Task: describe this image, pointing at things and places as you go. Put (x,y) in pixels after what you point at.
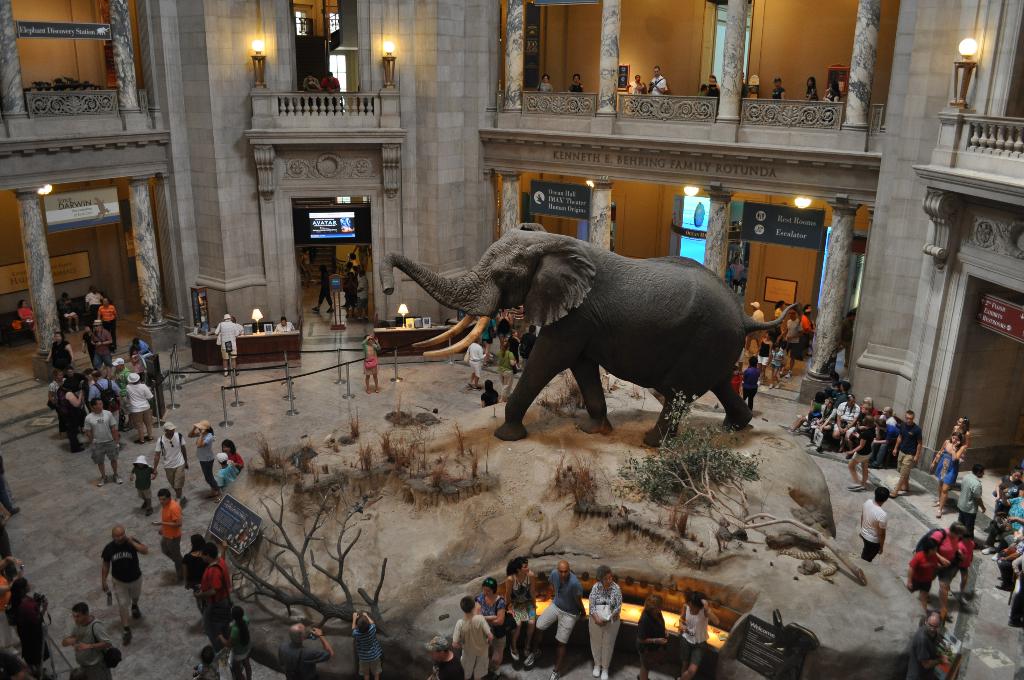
In the picture we can see inside the museum (408,244) and in the middle of the floor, we can see a structure (643,276) of the elephant (625,275) and near it, we can see some dried trees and plants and near it, we can see a stone ledge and some people (498,650) are sitting on it and around it we can see some people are walking and some people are standing and in the background (40,280) we can see some pillars (39,297) and lights (967,79) to the walls (474,249).
